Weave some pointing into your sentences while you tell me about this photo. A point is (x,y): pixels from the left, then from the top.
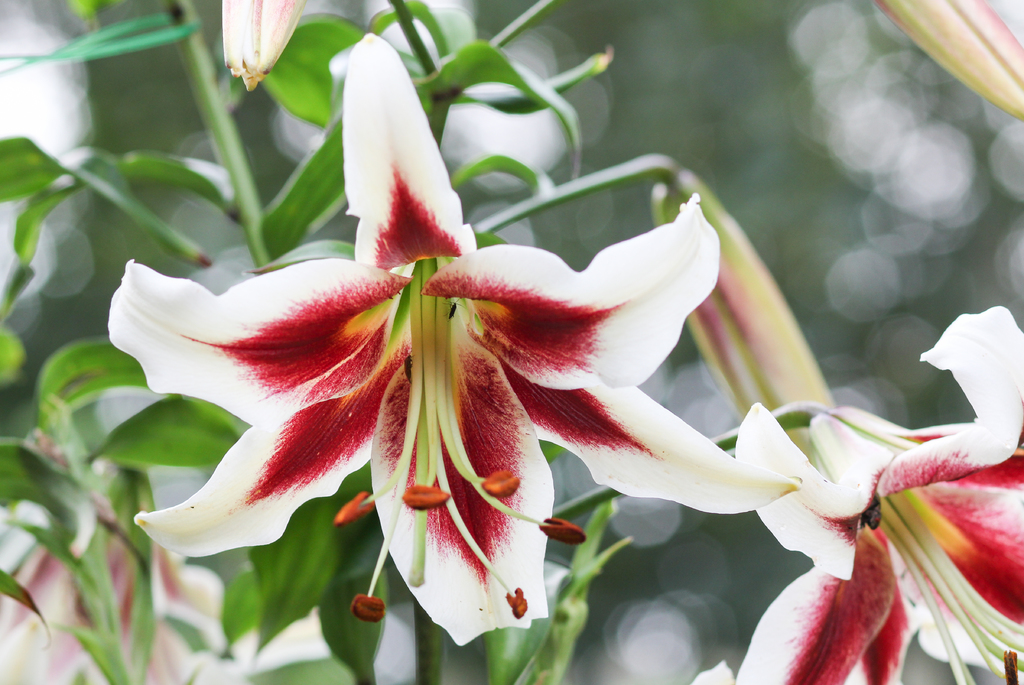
In this image I can see few flowers (364,117) which are cream, red and green in color to the plants (325,197) which are green in color. I can see the blurry background (876,116) which is green in color.
